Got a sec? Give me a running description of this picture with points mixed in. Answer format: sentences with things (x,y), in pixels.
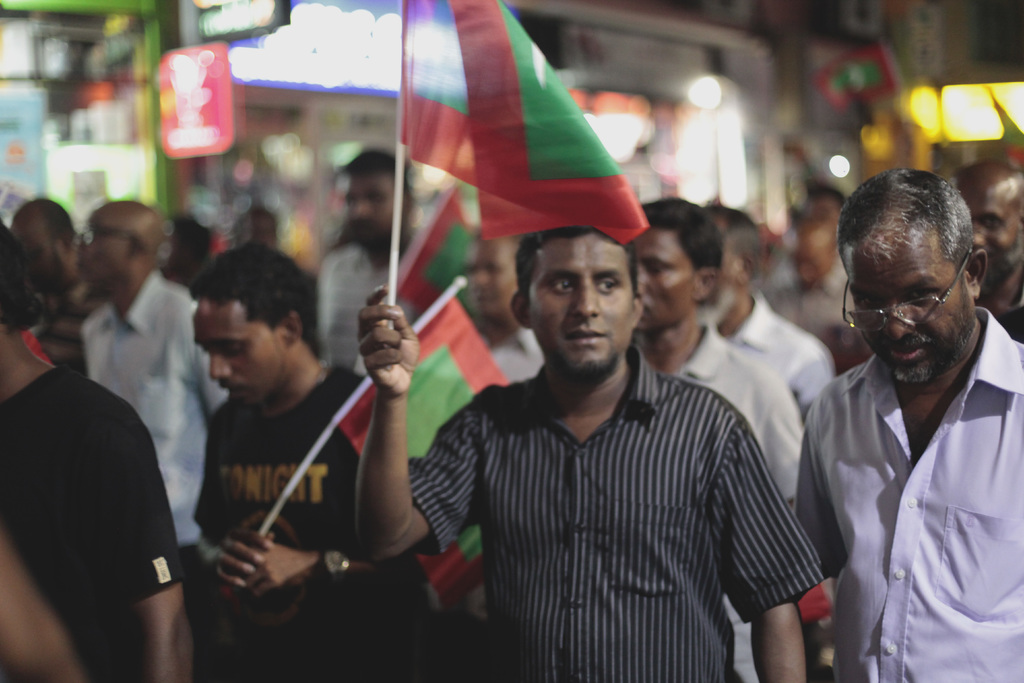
This image is taken outdoors. In this image there are many people (298,332) and a few (567,262) are holding flags (423,285) in their hands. In the background (338,88) there are a few lights (1018,114) and a few boards (229,84) with text (285,71) on them.
